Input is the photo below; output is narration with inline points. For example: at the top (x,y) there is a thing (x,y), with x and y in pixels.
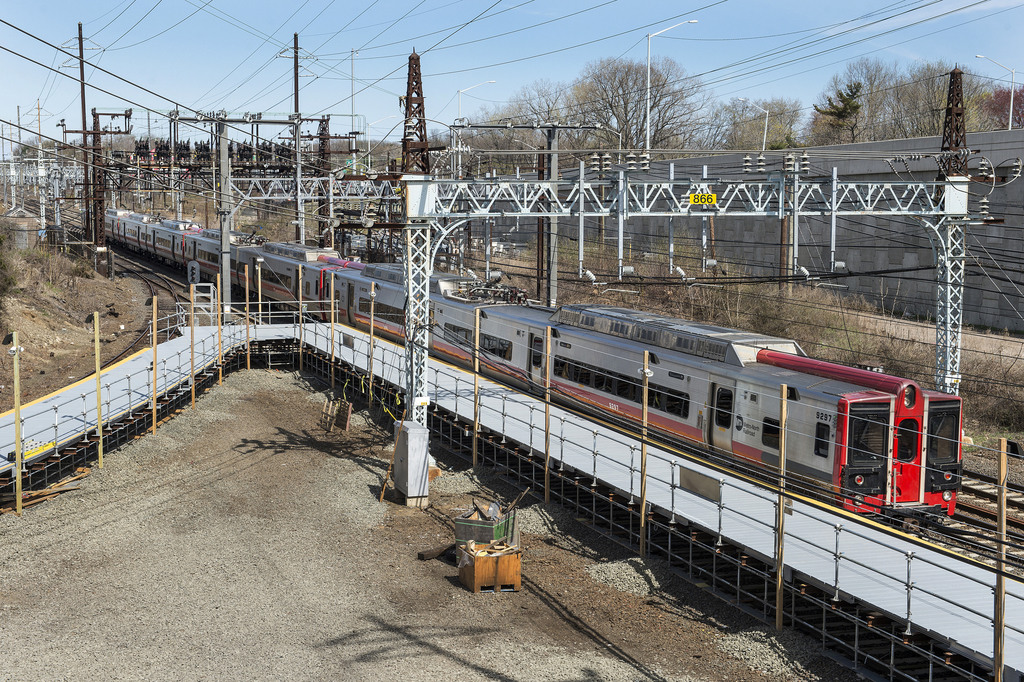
In this picture we can see a train (623,311) on the railway track (934,525) and behind the train (624,357) there are electric poles (83,118) with cables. On the right side of the train (149,218) there is a wall (868,177), trees (495,118) and a sky (446,62).
